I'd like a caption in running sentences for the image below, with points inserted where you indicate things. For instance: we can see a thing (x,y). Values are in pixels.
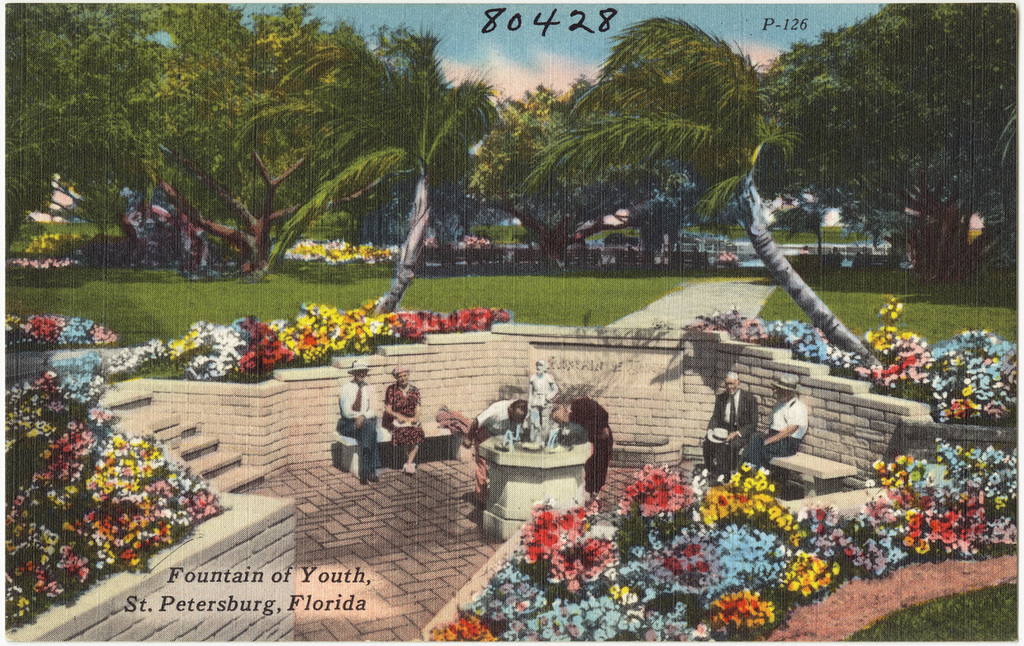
In the picture I can see people (499,415) among them some are standing and some are sitting on benches (791,470). In the background (365,269) I can see trees (320,129), flowers (247,328), the grass (530,305), steps (210,449), the sky (519,41) and some other objects (443,389). I can also see something written on the image.
